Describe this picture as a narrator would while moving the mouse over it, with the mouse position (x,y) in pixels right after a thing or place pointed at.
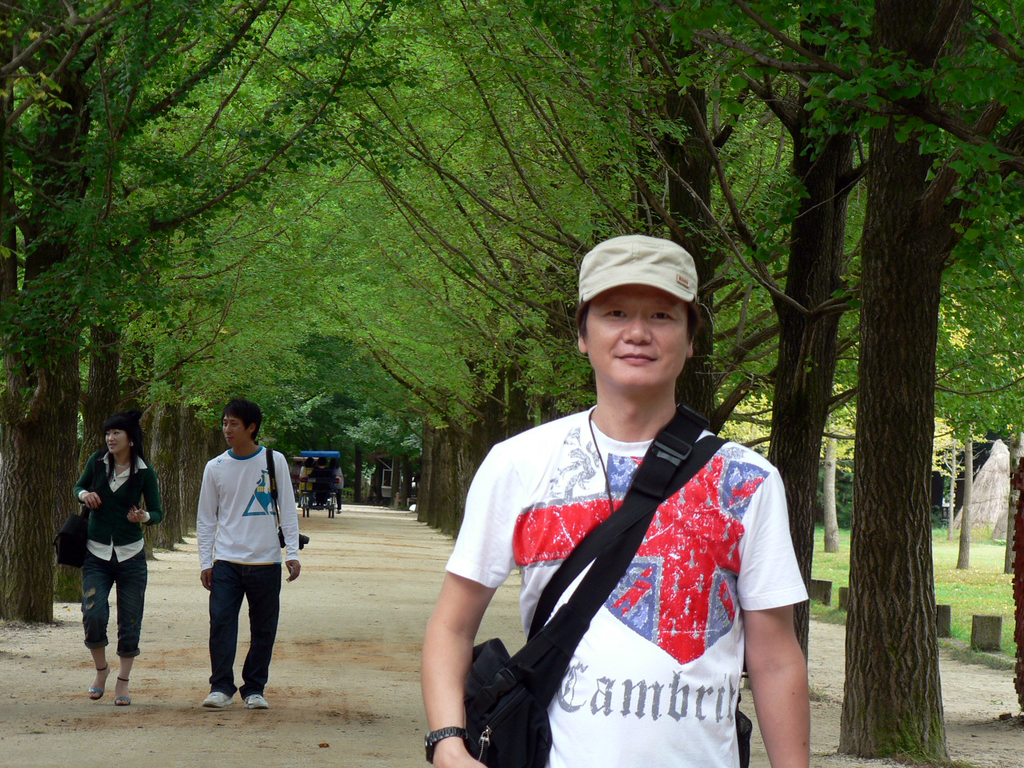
In the center of the image (637,415) we can see one person (589,716) is standing and he is smiling. And we can see he is wearing a cap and a bag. On the left side of the image (254,503), we can see two people (265,516) are walking on the road (176,561). And we can see they are smiling and they are wearing bags (272,457). In the background (215,447) we can see trees (174,448), grass (944,533), one vehicle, one stone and a few other objects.
